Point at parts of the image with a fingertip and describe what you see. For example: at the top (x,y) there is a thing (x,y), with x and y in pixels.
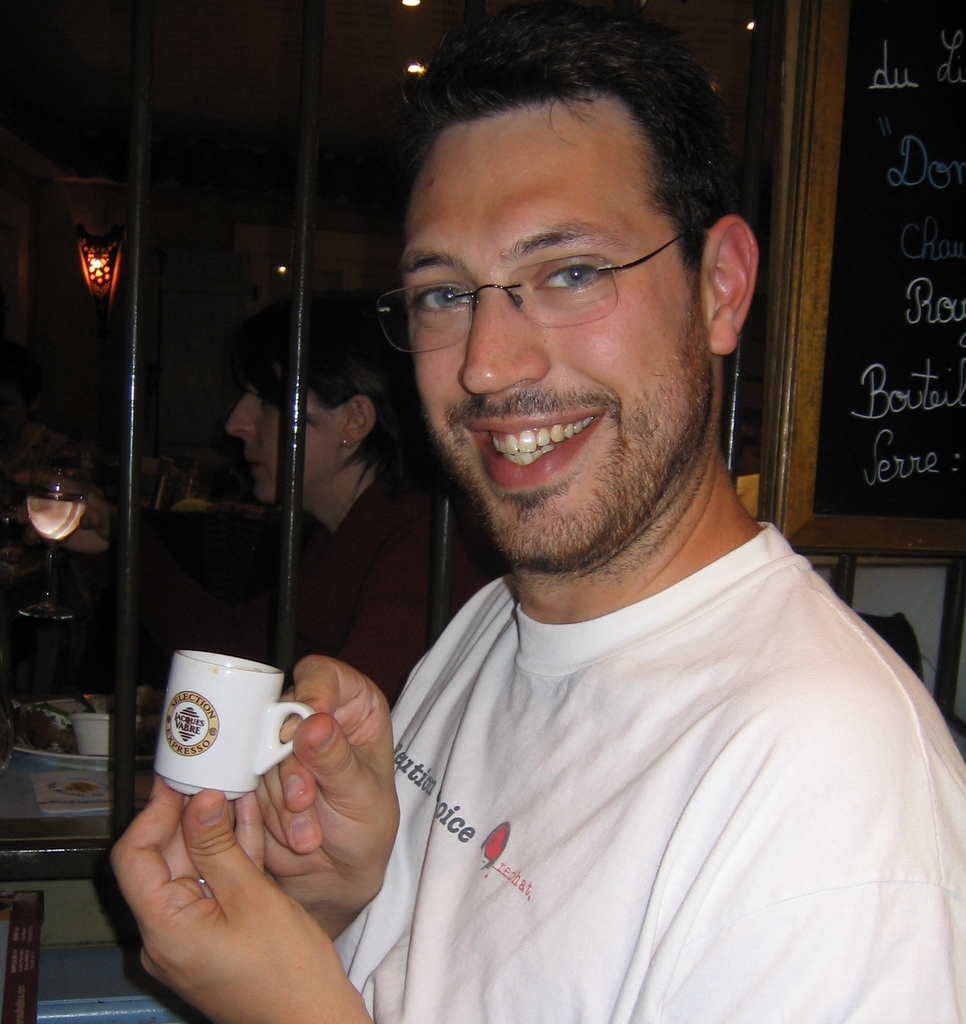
As we can see in the image there is a man (571,501) standing and holding cup (225,750) in his hand (211,791).
